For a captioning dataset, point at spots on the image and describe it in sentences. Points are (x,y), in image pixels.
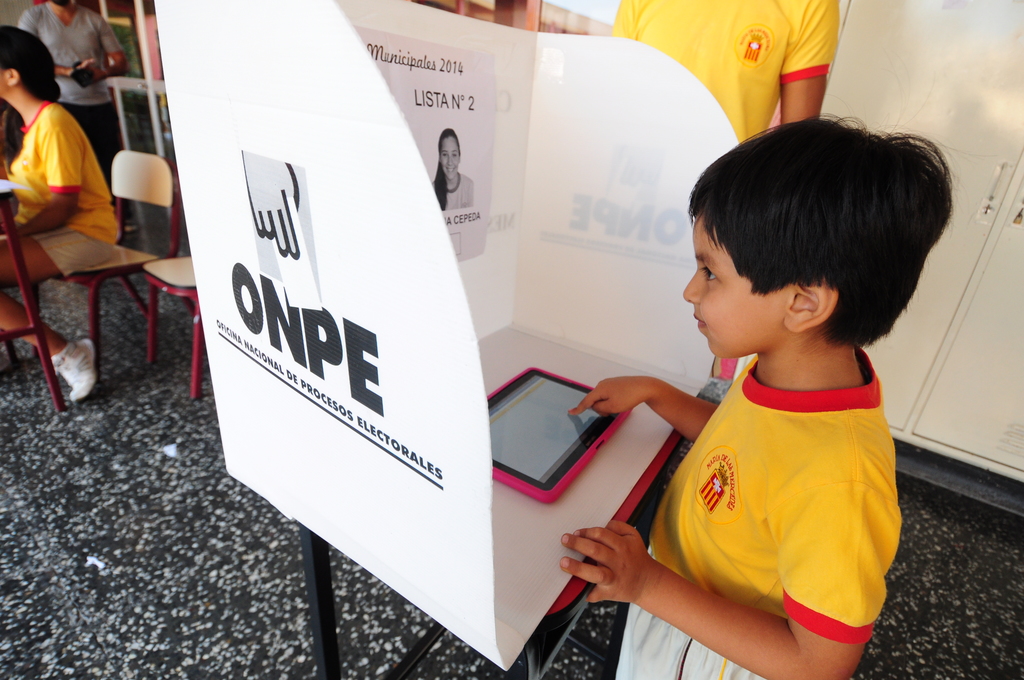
There is a kid (771,400) with yellow t-shirt (802,489) playing on tablet (565,437) and there is a door (904,331) behind him. On left side (90,203) corner there is a girl (51,257) sat on chair (127,263), she wore white shoe (85,376). it seems to be a room (104,521) in school (17,658), At the corner a man (69,69) stood.
